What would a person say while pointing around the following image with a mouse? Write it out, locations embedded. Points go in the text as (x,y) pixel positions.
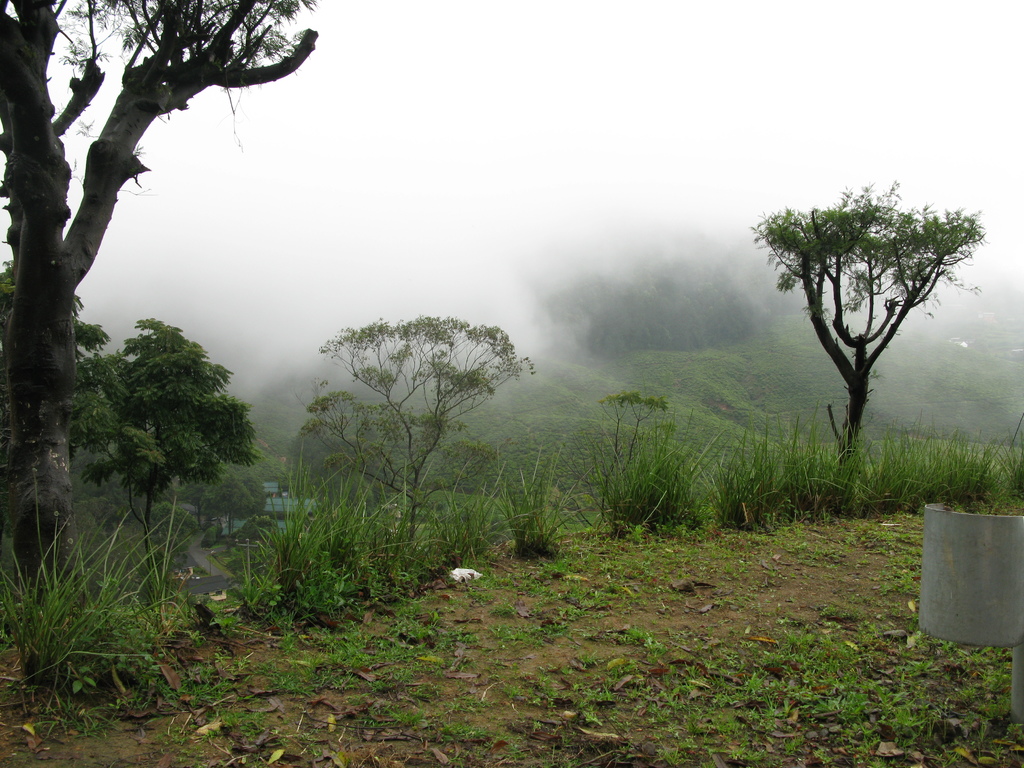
In this image there are small plants (620,507) and grass (628,684) on the ground (465,652). In the background (102,350) there are trees (687,344). At the top (474,217) there is fog (384,126). On the right side (966,559) there is a cement pillar (967,572). On the ground (270,746) there are dry leaves (278,757).
